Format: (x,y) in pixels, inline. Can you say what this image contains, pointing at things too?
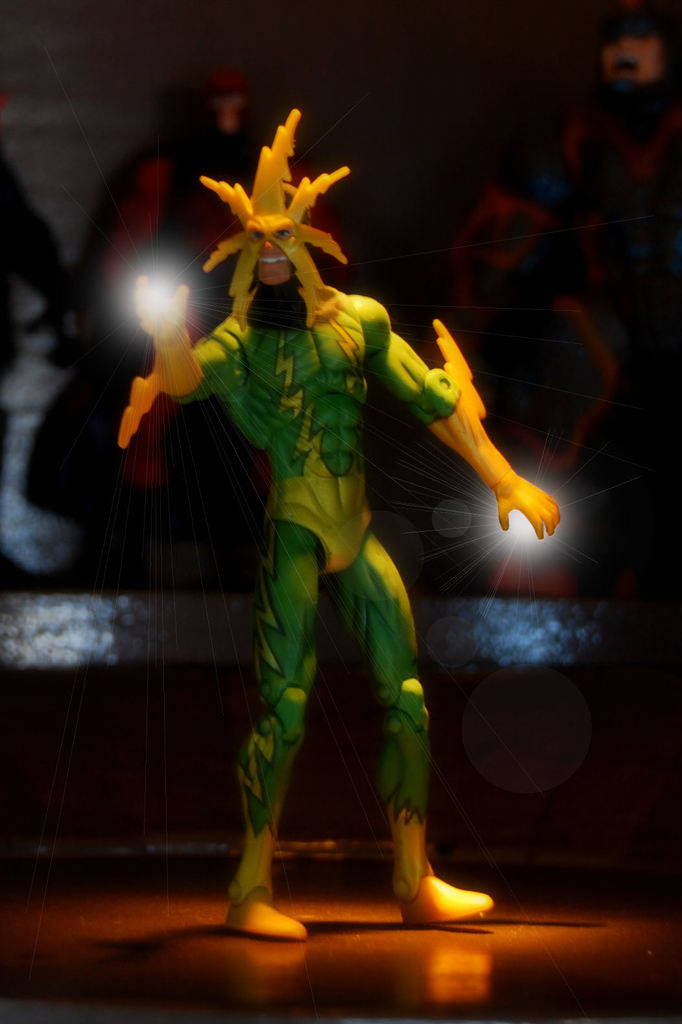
In this image there is a toy (353,469) standing on the floor (406,945). There is a light (167,307) in the toy's hand (170,299). In the background (75,279) there are toys (222,137).
